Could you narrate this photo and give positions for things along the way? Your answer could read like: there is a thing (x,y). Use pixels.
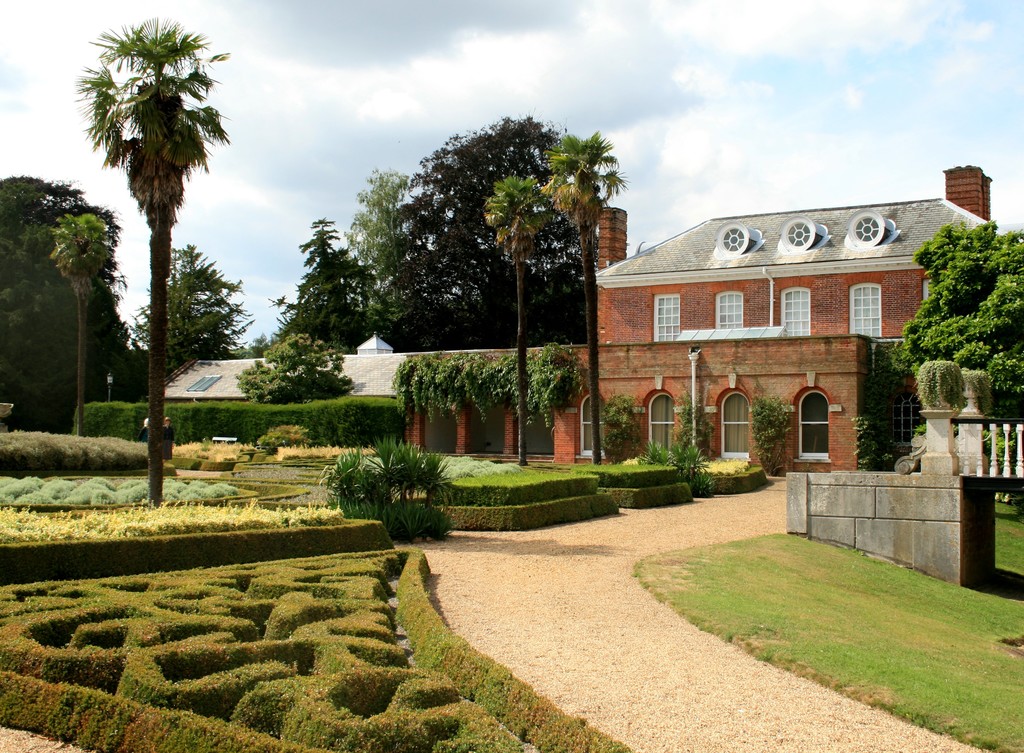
In this picture we can see a building (744,240). on the right (857,484) we can see some concrete fencing (1008,461), wall (953,521) and other objects (927,395). At the bottom (97,598) we can see the plants (275,721) and the street walk (743,714). On the left (34,311) we can see many trees (79,192). At the top (784,16) we can see the sky (739,46) and clouds (728,12).
